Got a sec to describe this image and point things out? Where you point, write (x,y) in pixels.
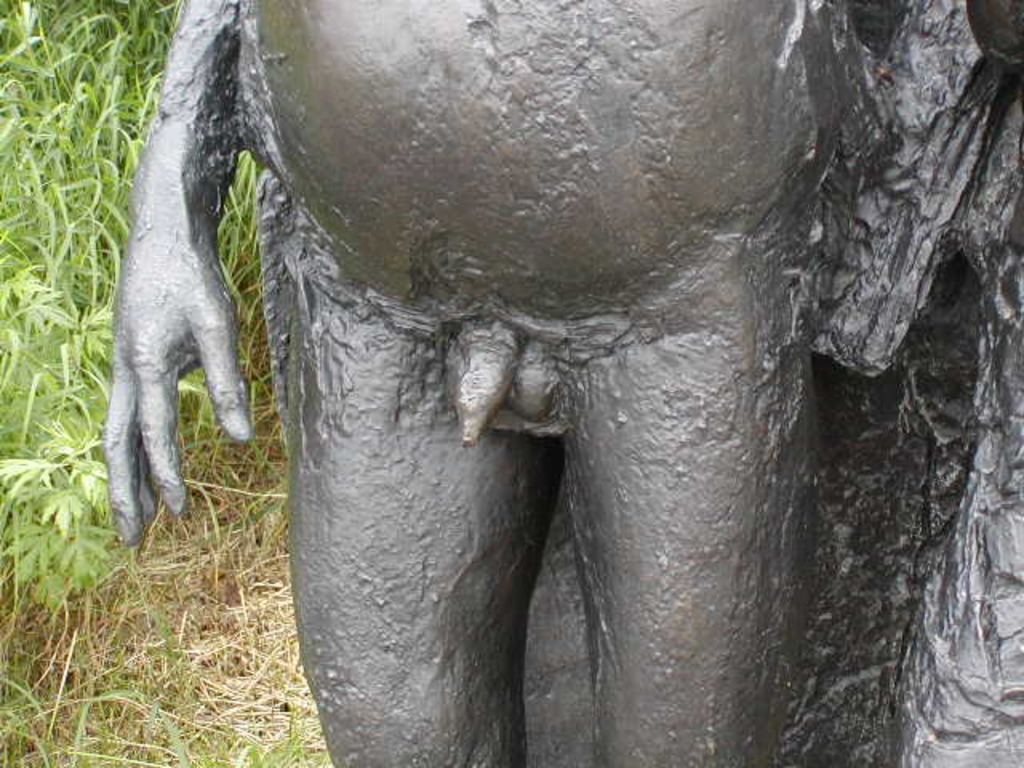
In this image we can see a statue (742,397). In the background (62,570) there is grass (197,651).
